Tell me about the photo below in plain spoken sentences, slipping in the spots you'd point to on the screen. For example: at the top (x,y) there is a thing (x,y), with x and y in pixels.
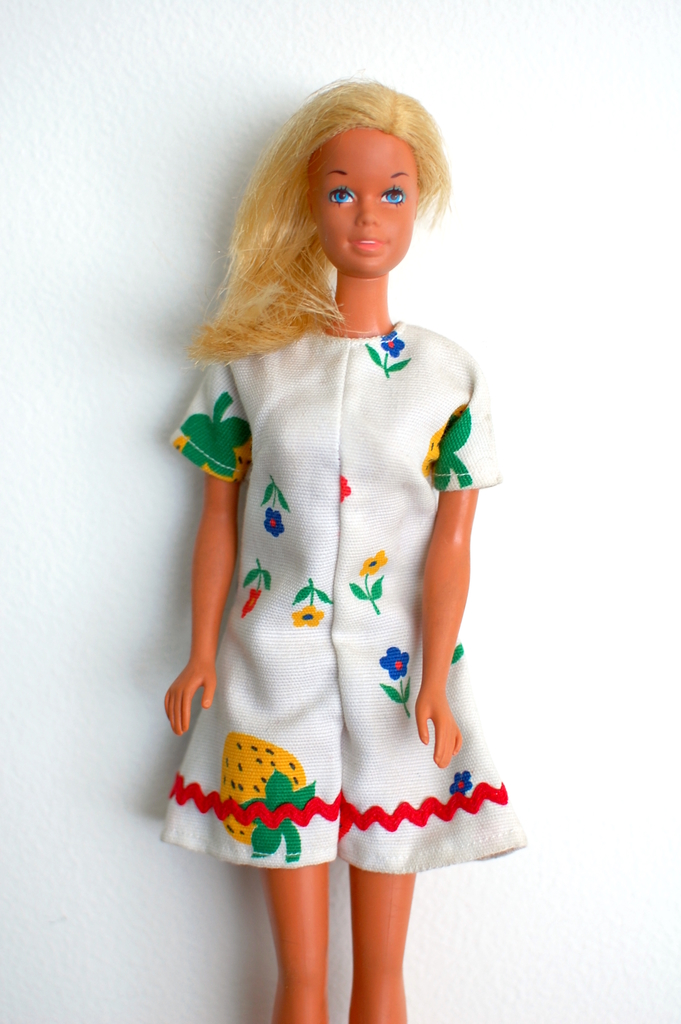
In the center of the image (340,434) we can see a doll (321,569). In the background (45,250) there is a wall (191,258).
